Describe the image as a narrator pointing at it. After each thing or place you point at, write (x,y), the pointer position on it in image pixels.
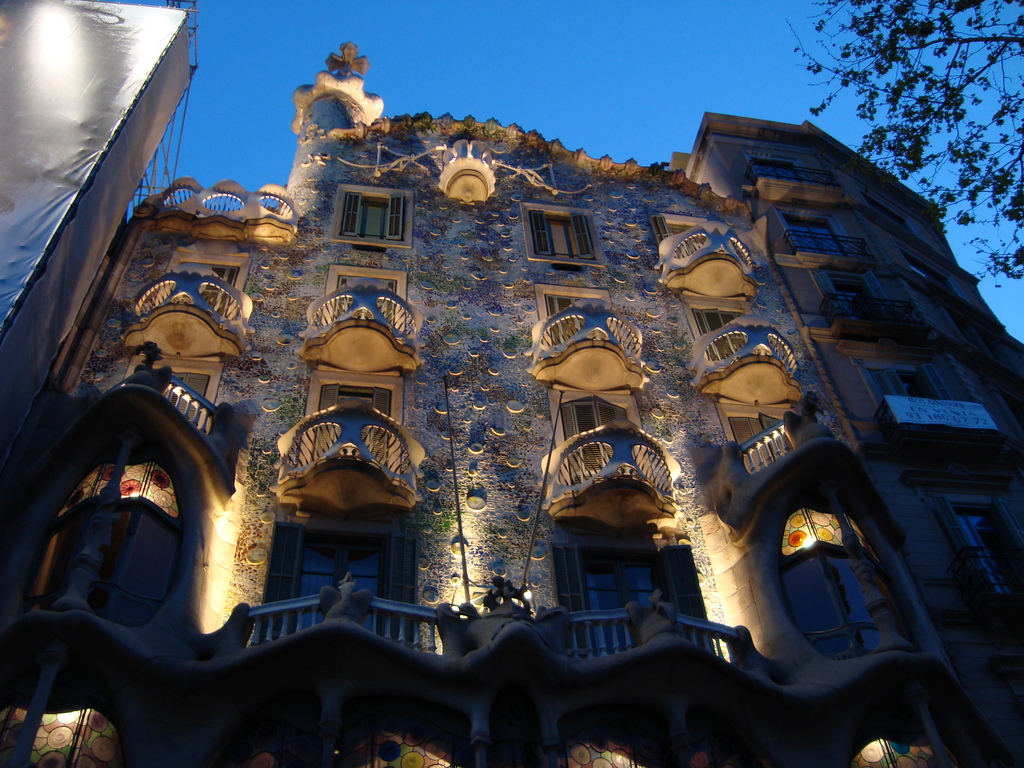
This image is taken outdoors. At the top of the image (627,40) there is a sky (385,80). On the right side of the image (962,209) there is a tree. In the middle of the image (628,317) there is a building (507,429) with walls (447,355), windows (573,248), doors (618,595), railings (614,608), a roof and balconies (937,432).
